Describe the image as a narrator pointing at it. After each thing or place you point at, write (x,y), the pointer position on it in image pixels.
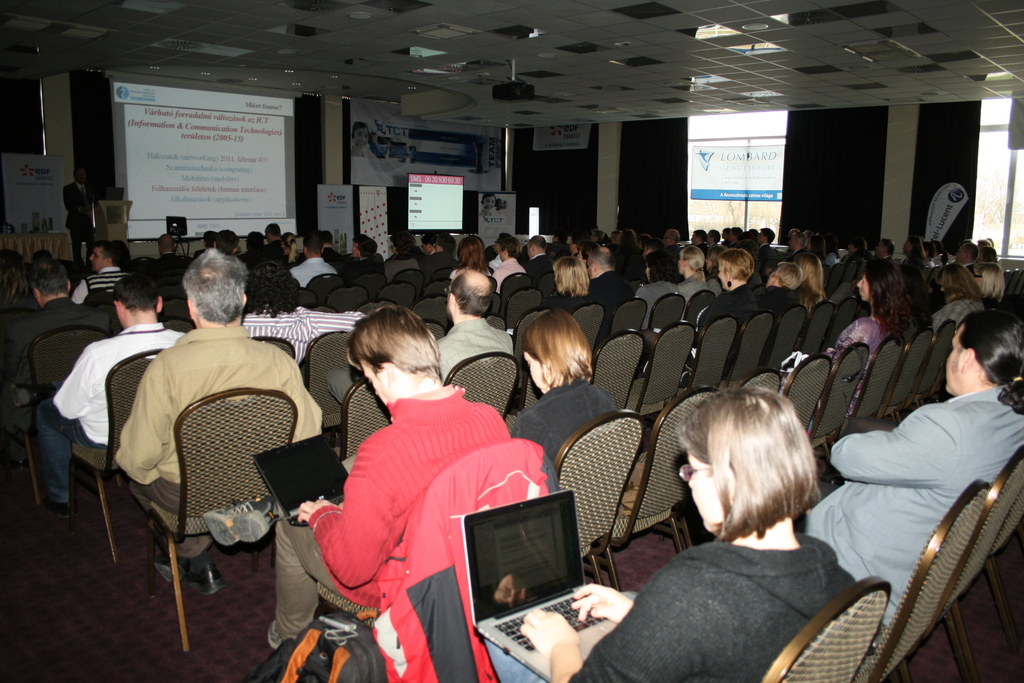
There People (261,291) are sitting on the chair (407,288) seeing the screen (240,154), here there is projector (520,90), laptop (552,548), bag (330,641).
